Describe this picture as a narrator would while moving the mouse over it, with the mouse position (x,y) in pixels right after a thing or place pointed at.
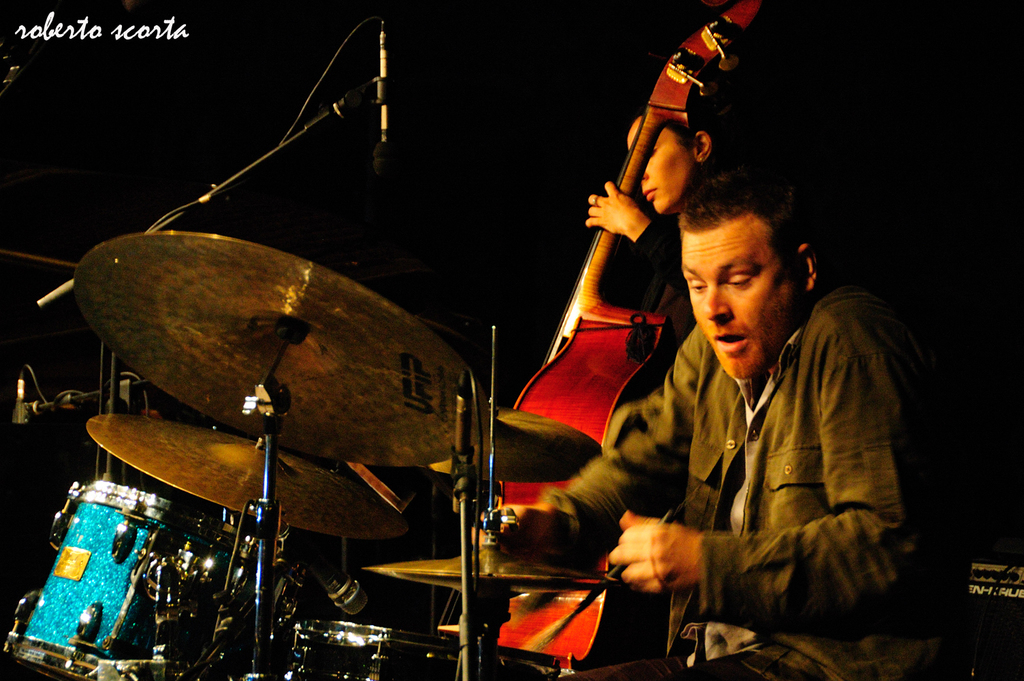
A person (730,536) is playing drums (441,454). A person (656,191) is playing bass (652,136). There is a microphone (382,54) at the left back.
